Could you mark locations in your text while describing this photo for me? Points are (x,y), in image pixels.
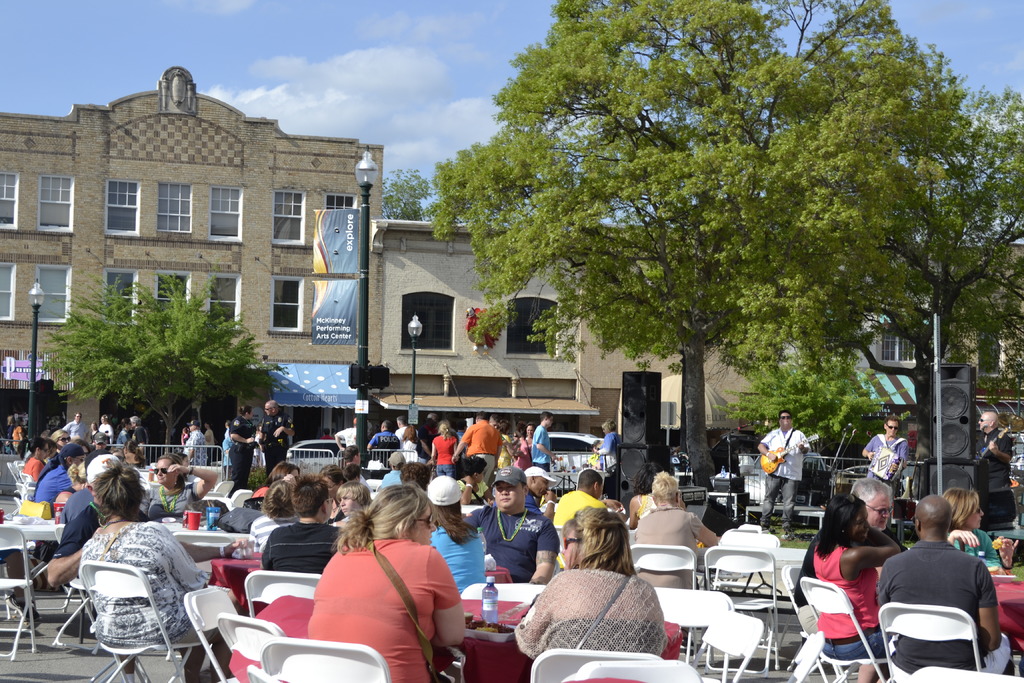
There is a group of a people (253,448). Some people (513,478) are sitting and some people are standing. We can see in the background (171,368) there is a trees (567,316), sky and banner (321,293).
